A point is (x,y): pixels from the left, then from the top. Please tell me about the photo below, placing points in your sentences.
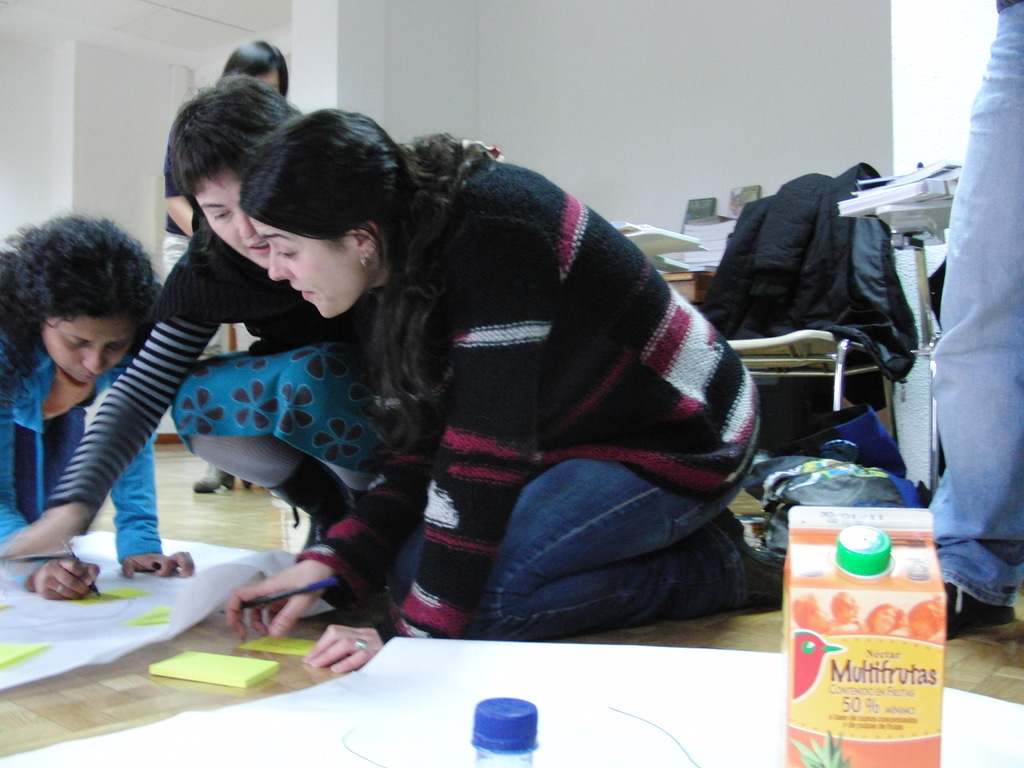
This picture is clicked inside the room (633,691). In the foreground (533,743) we can see a box (859,706) and we can see the text (871,686), numbers (876,705) and the depictions (824,661) of some objects (830,653) on the box (853,663) and we can see a bottle (492,727) and some objects (238,669) are placed on the ground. On the left (331,277) we can see the group of people (326,396) seems to be squatting on the ground (227,534). In the left corner (92,333) there is a person (74,297) holding a pen (70,555), seems to be sitting on the ground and seems to be writing on the paper (123,600). In the background (666,60) we can see the wall (641,77) and we can see the tables (909,228) containing books (917,199) and many other objects (672,236) and we can see an object (808,228) is placed on the chair (802,351). In the right corner (992,198) there is a person (985,437) standing on the ground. On the left (242,60) there is a person (226,73) seems to be standing on the ground (206,525) and we can see many other objects (752,192) in the background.
